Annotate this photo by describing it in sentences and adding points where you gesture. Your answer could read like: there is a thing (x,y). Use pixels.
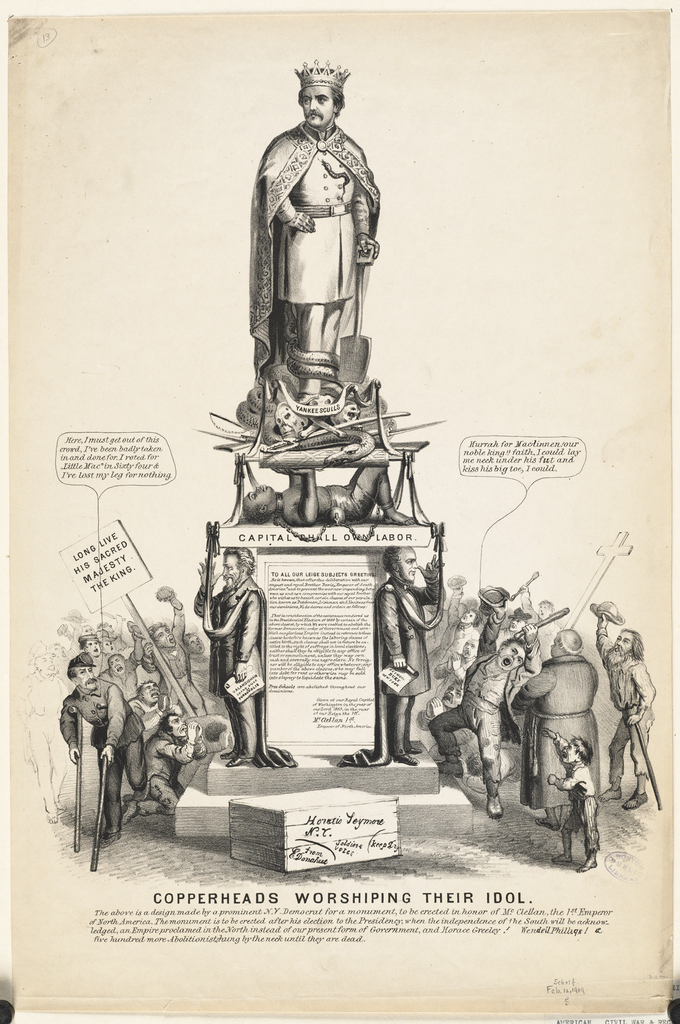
In this image there is a paper (42,491). There are pictures (383,662) and text (306,574) on the paper (294,665). In the center of the paper (312,694) there is a sculpture (306,436) on the wall (301,731). There is text (327,640) on the wall (344,679). Around the sculpture (285,501) there are people (165,632) standing and holding sticks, placards (149,574) and cross (600,553) in their hands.
